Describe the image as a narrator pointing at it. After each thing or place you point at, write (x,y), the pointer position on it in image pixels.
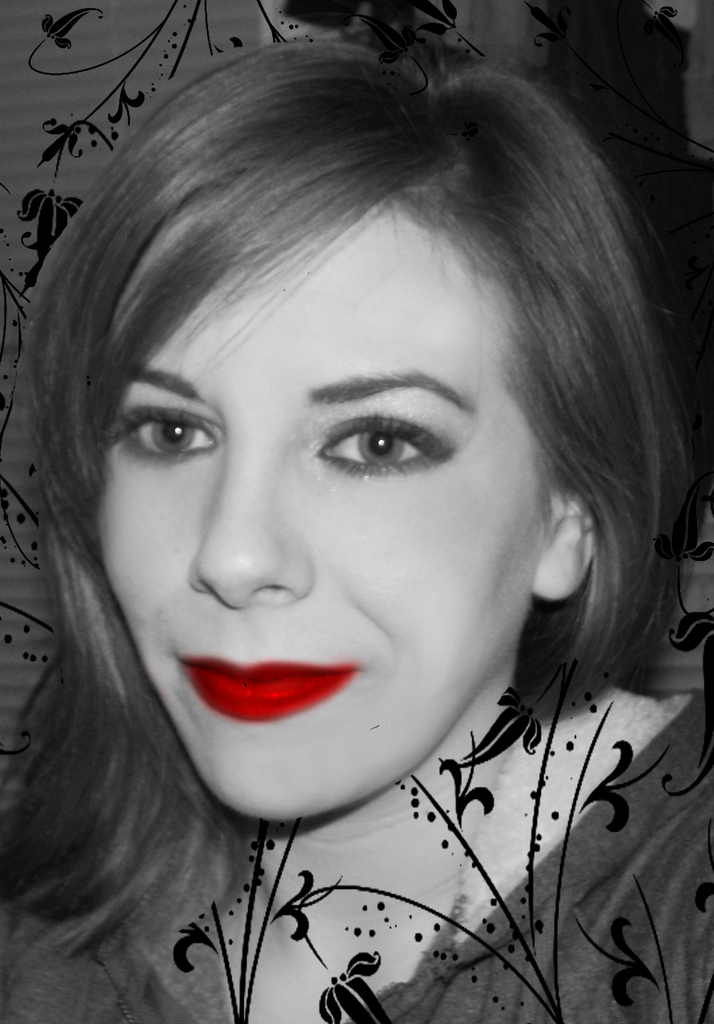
This is an edited image. In this image, we can see a woman (458,352). In the background (249,25), we can see a painting (82,70).
